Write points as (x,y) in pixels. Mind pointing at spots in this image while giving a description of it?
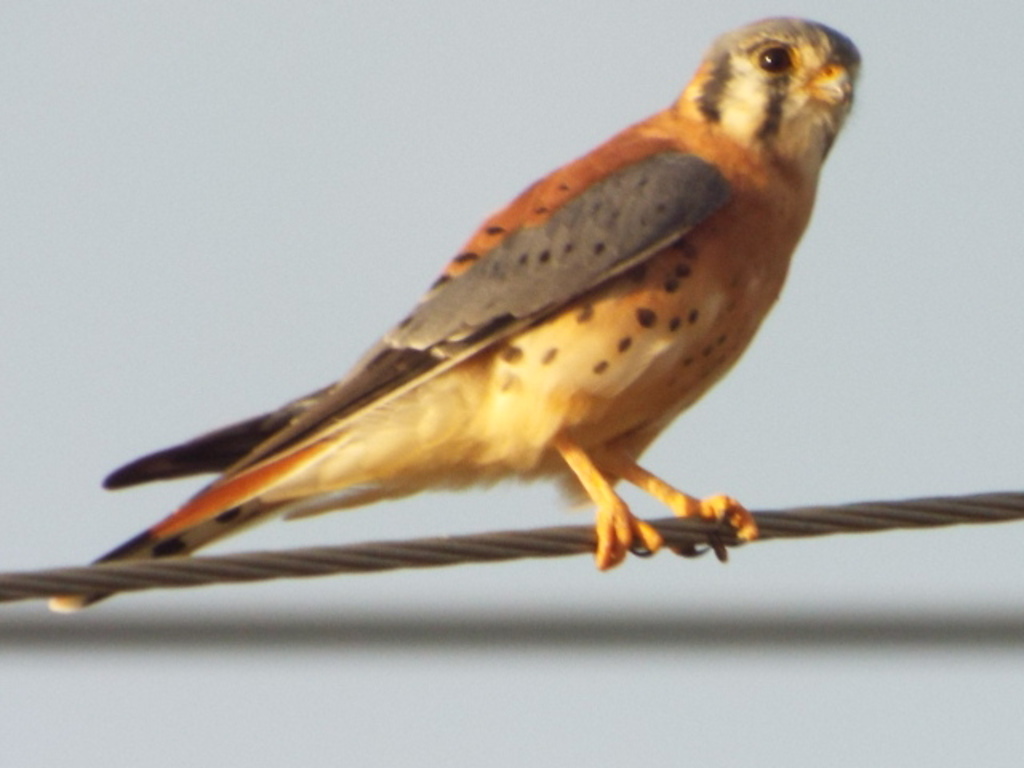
In this image I can see a bird (473,300) which is ash, black, orange and white in color is standing on a wire (823,523) and I can see the white background (246,342).
